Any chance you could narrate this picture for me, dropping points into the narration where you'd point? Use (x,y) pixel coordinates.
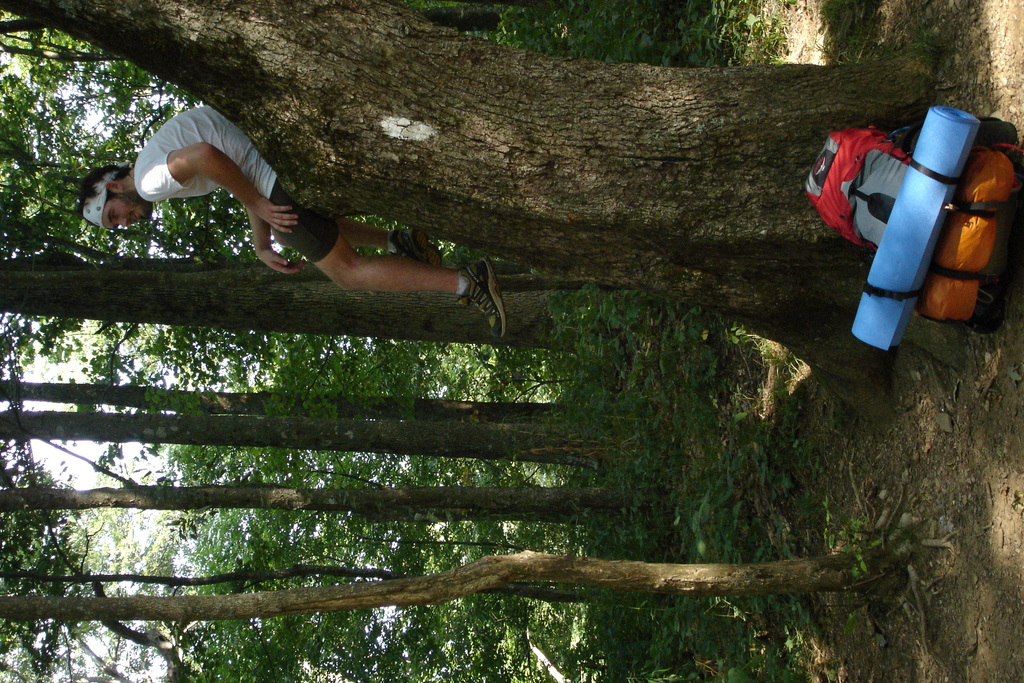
In this image, we can see some trees (178,428), there is a man (286,231) sitting on the tree trunk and we can see some bags (949,228) on the ground (1022,273), at the top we can see the sky (40,459).
